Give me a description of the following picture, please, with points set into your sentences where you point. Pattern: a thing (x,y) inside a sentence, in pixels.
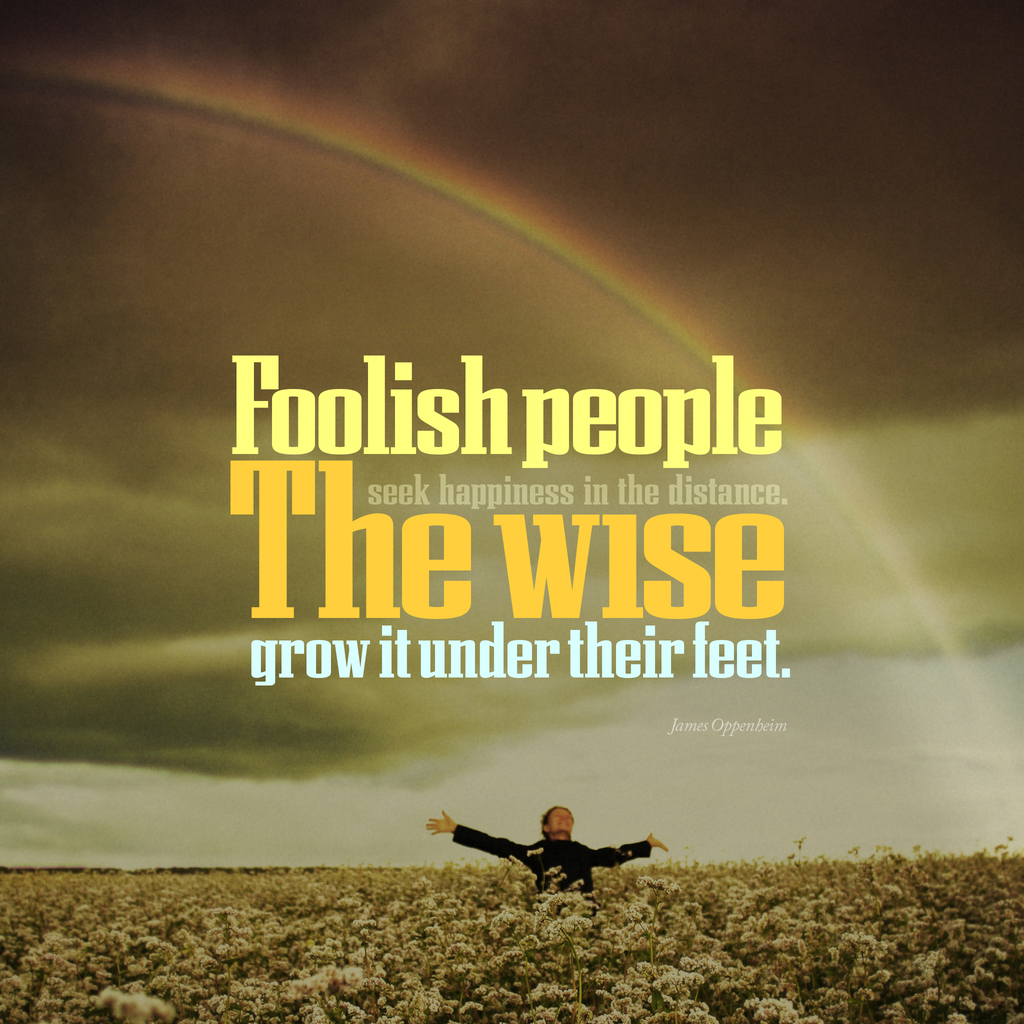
In this image I can see the person (556,860) standing and wearing the black color dress (537,877). There are many flowers (537,966) around the person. In the back (380,253) I can see the sky (335,267) and the rainbow (432,184). I can also see something is written on the image.
